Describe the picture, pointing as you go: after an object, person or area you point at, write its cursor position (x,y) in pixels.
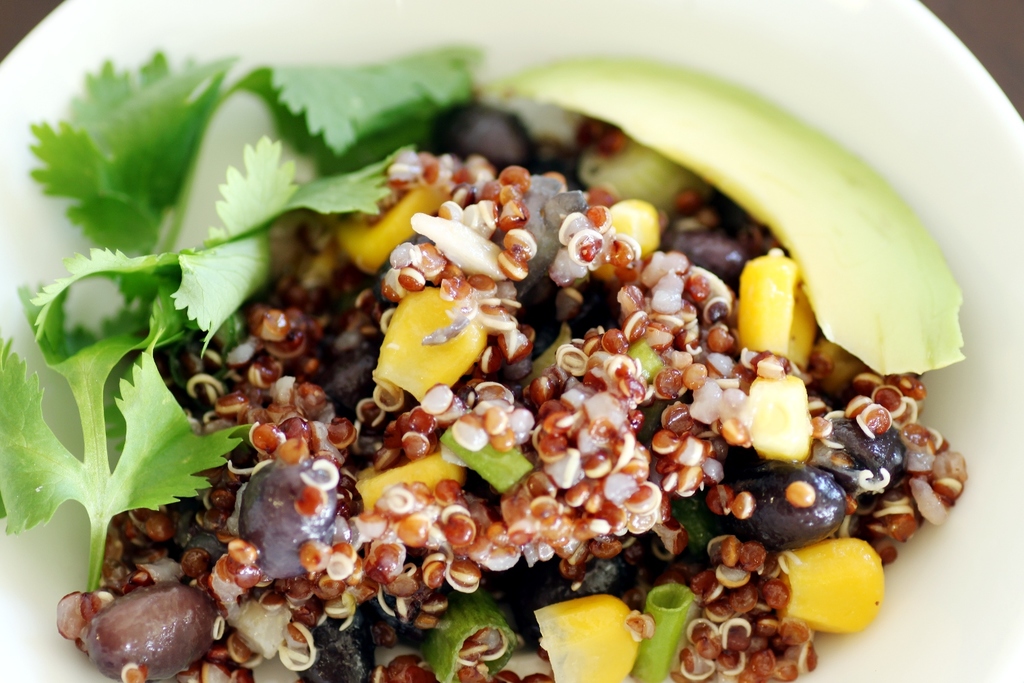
In this image I can see a bowl (781,85) which consists of some food (258,383).
